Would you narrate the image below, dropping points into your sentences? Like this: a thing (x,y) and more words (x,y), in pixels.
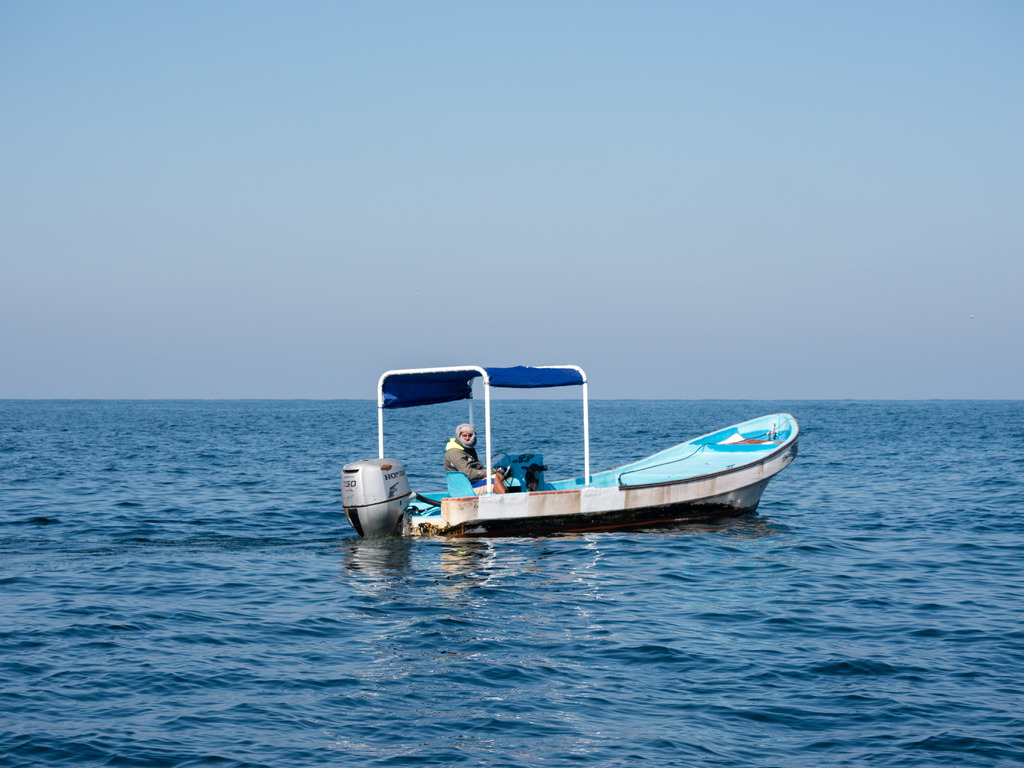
In this image we can see a blue and white color boat (585,486) on the surface of an ocean (512,632). The sky (703,170) is in blue color and one man (477,465) is sitting in the boat (611,482).
